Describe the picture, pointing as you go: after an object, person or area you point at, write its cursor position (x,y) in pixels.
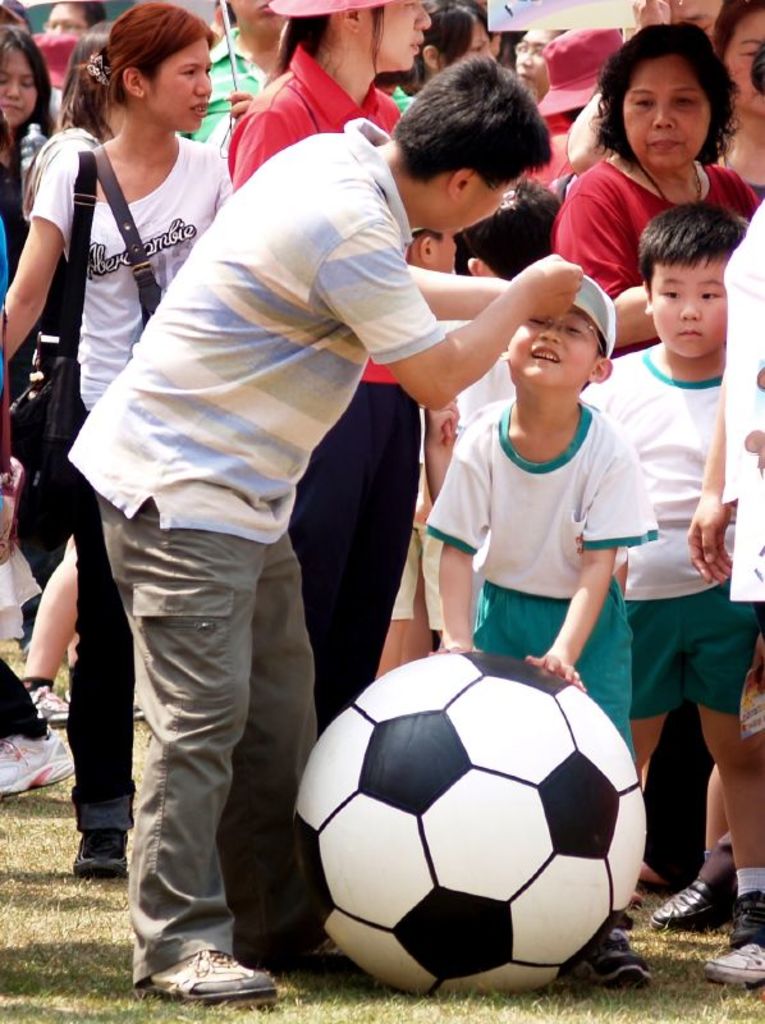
In this image I can see lot of people (139,955) on the grass (176,1009) and there is a boy (561,642) who is with the ball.
